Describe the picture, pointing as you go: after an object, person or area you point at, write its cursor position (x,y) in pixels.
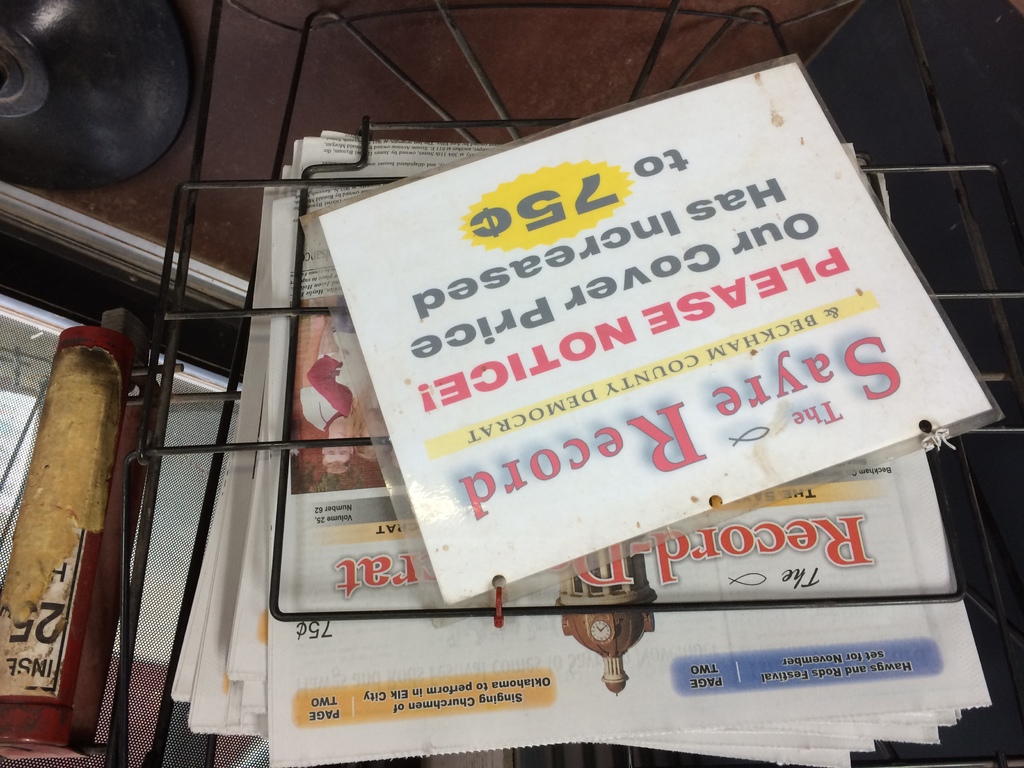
In this image we can see a board (674,390) and newspapers (740,639). Top left of the image (41,78) black object (114,64) is present and we can see metal thing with the newspaper (316,606).
